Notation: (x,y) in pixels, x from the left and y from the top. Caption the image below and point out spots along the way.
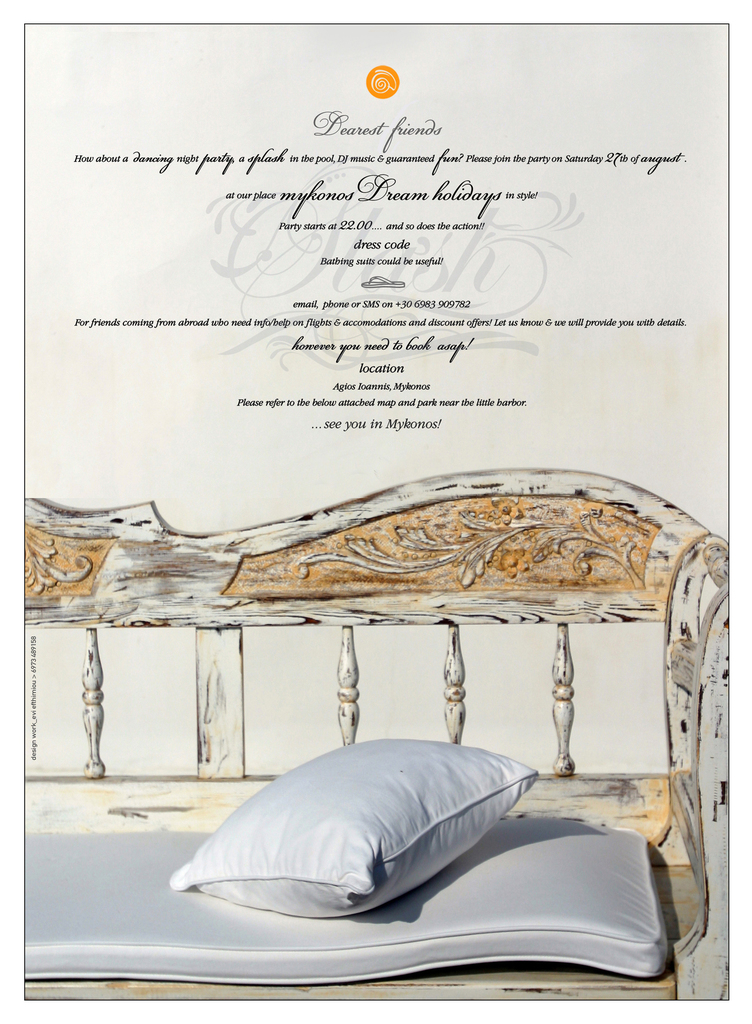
In this image there is a poster (213,355). There is text (325,263) on the poster (376,183). At the bottom (195,798) there are images of a couch (524,604), a mattress (338,944) and a pillow (481,768).
